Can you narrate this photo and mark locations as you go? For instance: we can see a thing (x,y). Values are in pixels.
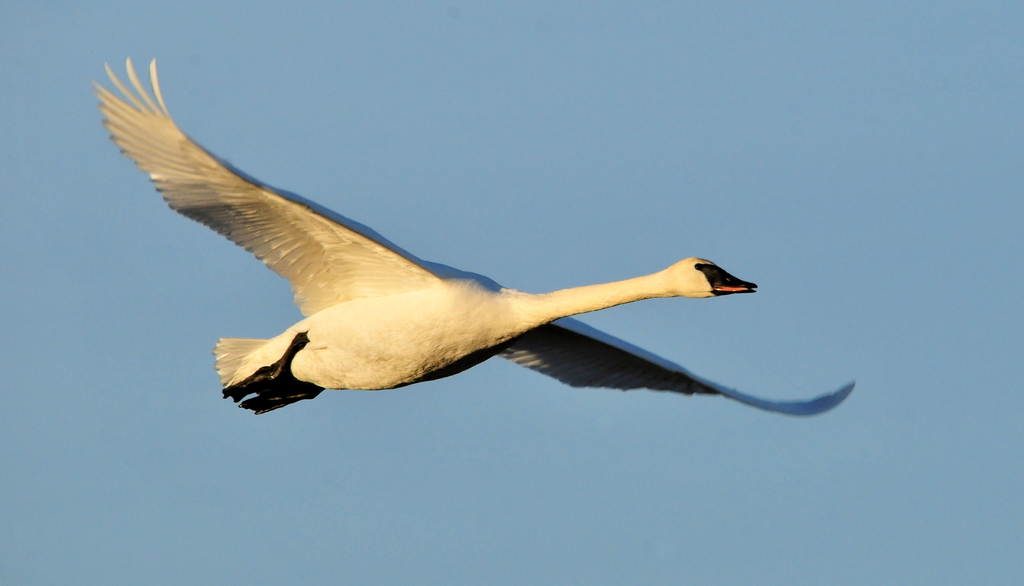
In this picture I can see a bird (361,271) flying, it is white and black in color and I can see blue sky (469,263).
